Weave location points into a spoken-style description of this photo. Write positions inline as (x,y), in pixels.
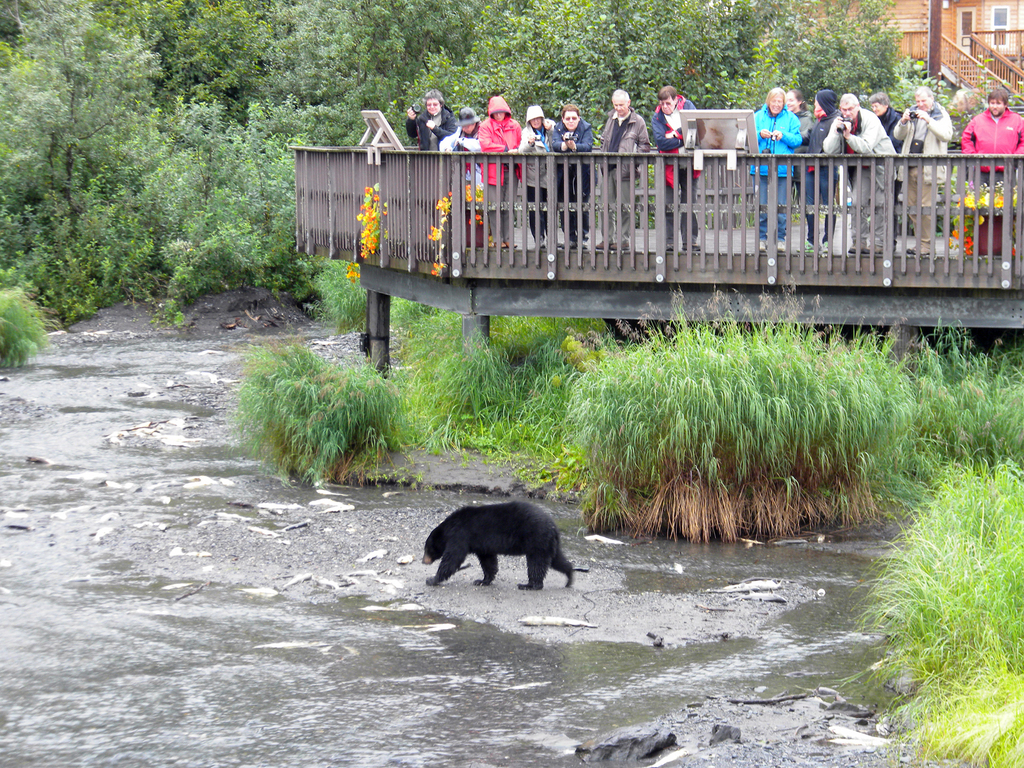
There is a black bear (443,546) moving on the sand (311,534) beside the water flow (194,602), there is a lot of grass (647,436) around the bear (475,545) and there is a bridge (577,282) on the grass (421,361) and the people (564,124) are watching and taking photographs of the bear (472,527) by standing on the bridge (562,307).
